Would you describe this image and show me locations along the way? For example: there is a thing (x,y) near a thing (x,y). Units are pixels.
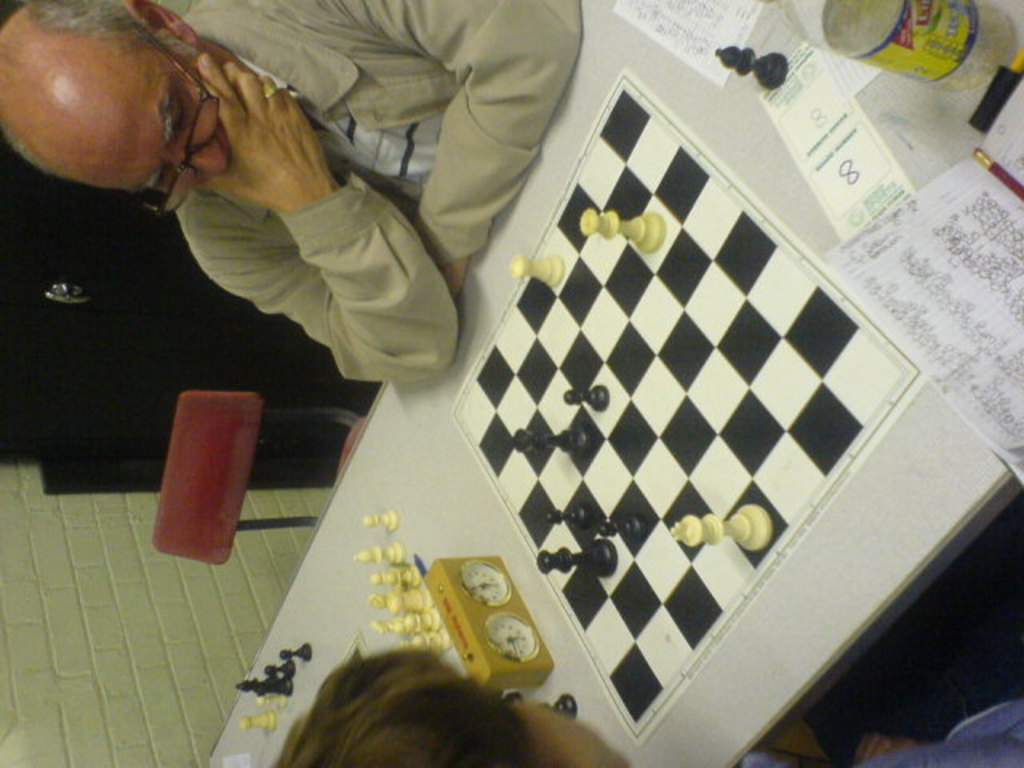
In this image we can see persons (437,210) sitting at the table (571,107). On the table (742,686) we can see stopwatch (478,637), chess board (627,377), papers (739,36) and bottle (856,33). In the background (228,398) we can see chair (232,488), cupboard (53,449) and wall (80,590).
